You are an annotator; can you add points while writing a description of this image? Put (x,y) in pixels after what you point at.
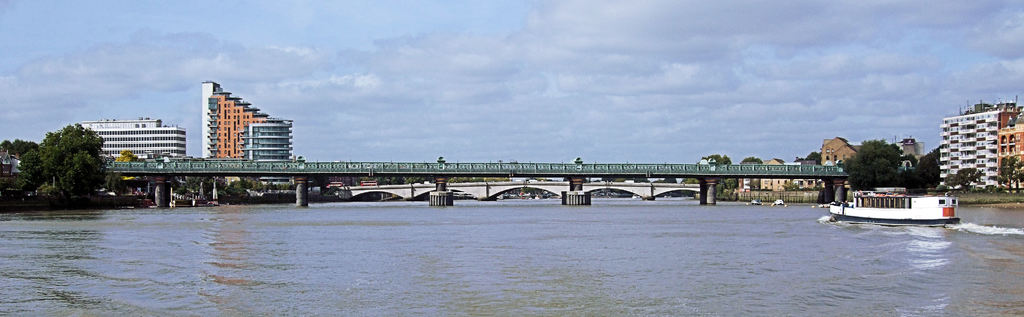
In this image there are boats (920,215), bridges (790,172), water (680,208), trees (48,166), buildings (280,119), cloudy sky (480,99), pillars (837,196) and objects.
